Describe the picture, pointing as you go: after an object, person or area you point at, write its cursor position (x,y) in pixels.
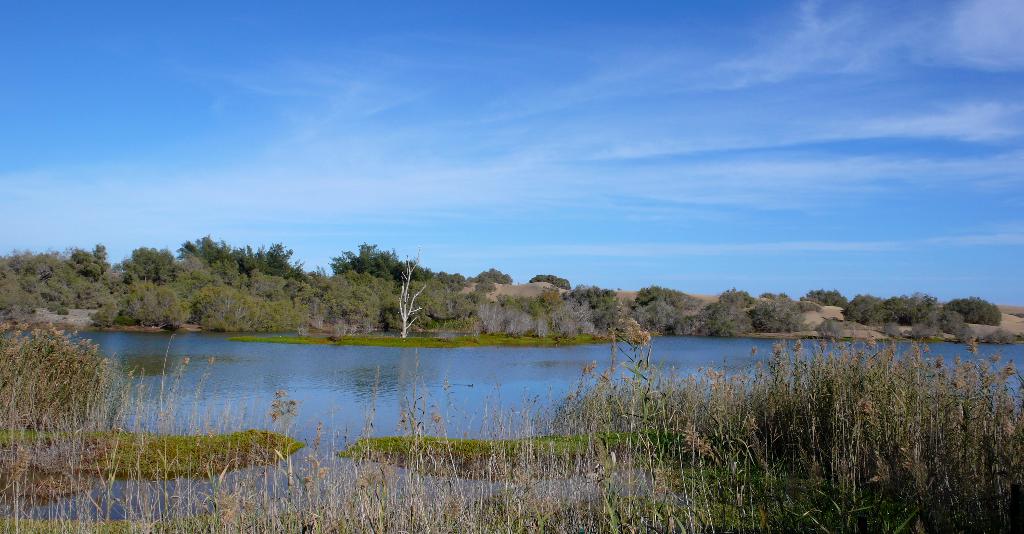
In this image there is water (484,366). On land (256,429) there is some grass (415,441) having few trees (144,311). Few trees (757,330) are on the land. Bottom of image (714,431) there are few plants (587,456). Top of image (449,96) there is sky (653,116).
